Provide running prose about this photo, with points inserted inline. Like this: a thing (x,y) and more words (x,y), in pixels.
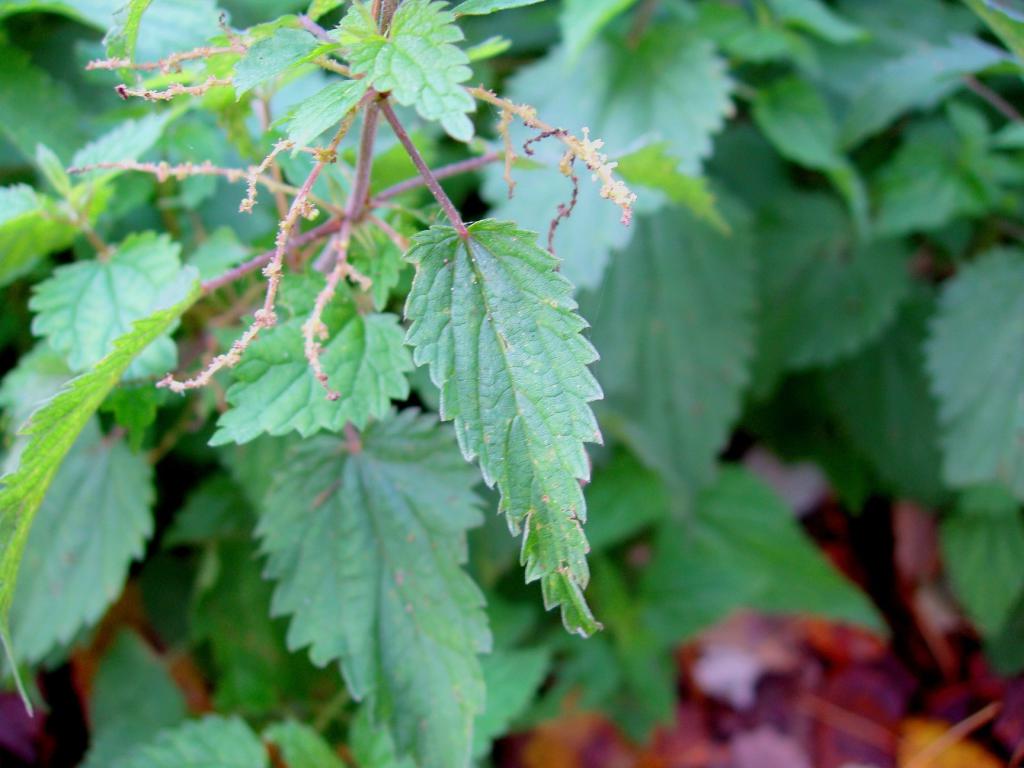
In this image there are leaves (464,306).
